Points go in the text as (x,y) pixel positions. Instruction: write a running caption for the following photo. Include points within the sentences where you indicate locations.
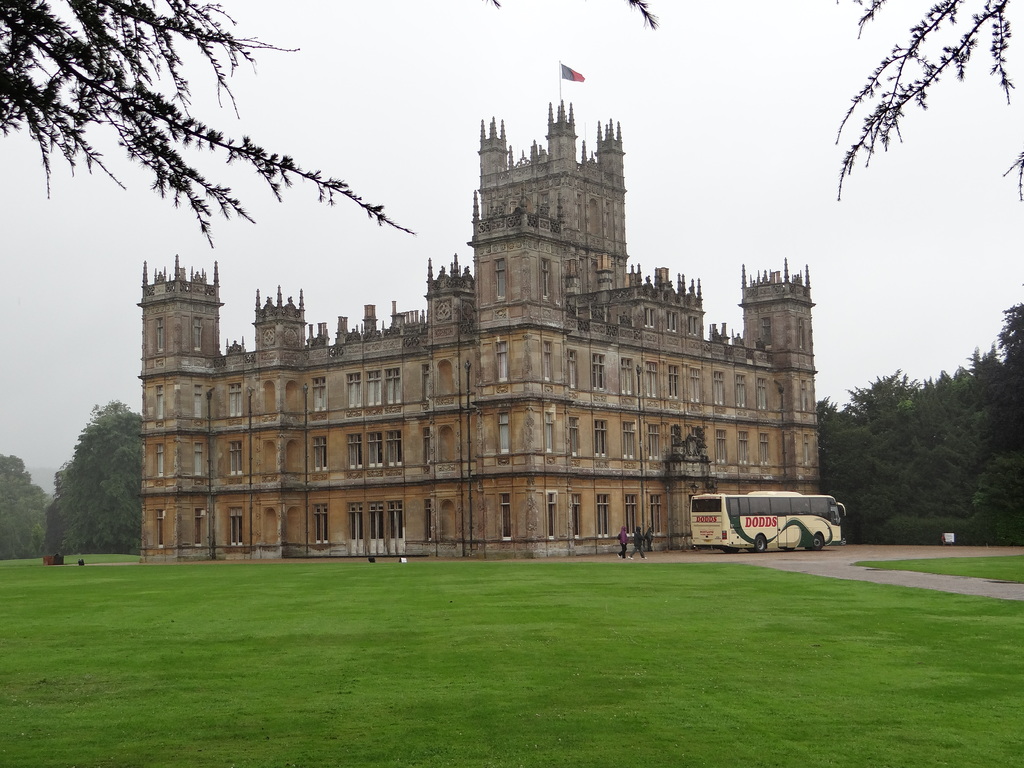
In this picture I can see there is a fort (601,200), it has windows (322,466) and there are few people (645,551) walking, there is a bus (798,529) at right side (813,523), there is some grass (392,651) on the floor (117,601) and there are trees (80,505) at left (81,532) and right side of the image (878,472). The sky (338,275) is cloudy.
